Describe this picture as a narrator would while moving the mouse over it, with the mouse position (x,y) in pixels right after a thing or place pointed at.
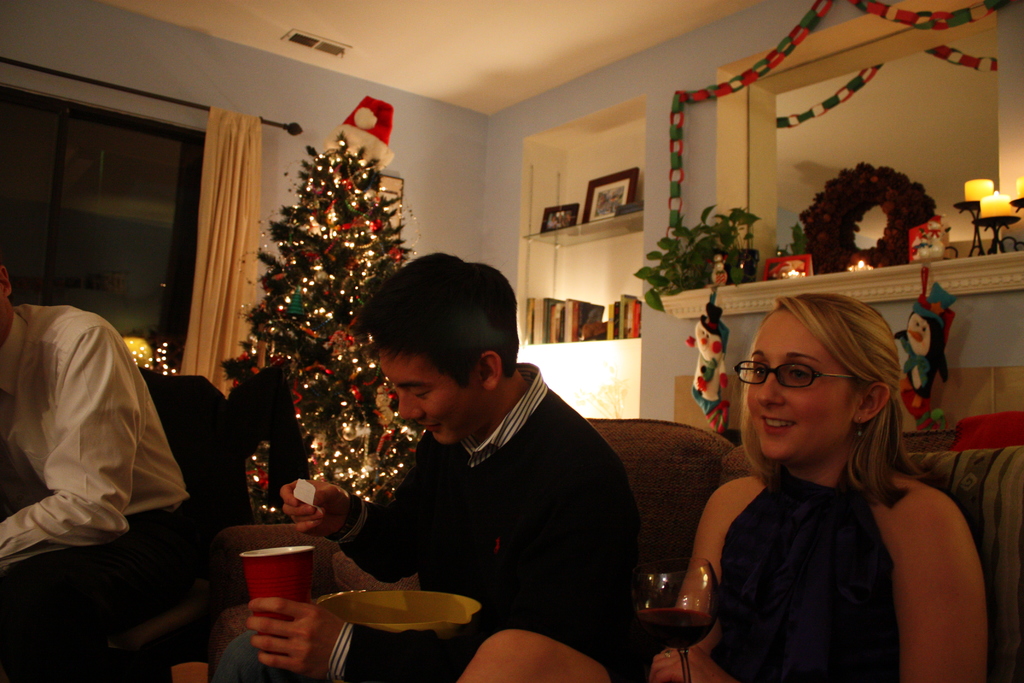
In this image we can see these people (275,629) are sitting on the sofa (1018,662), we can see the X-mas tree (297,314), fireplace (964,368), candles (986,214), some objects (852,245), books (637,308), photo frames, curtains (203,184) and the glass windows (104,246) in the background (123,278).
